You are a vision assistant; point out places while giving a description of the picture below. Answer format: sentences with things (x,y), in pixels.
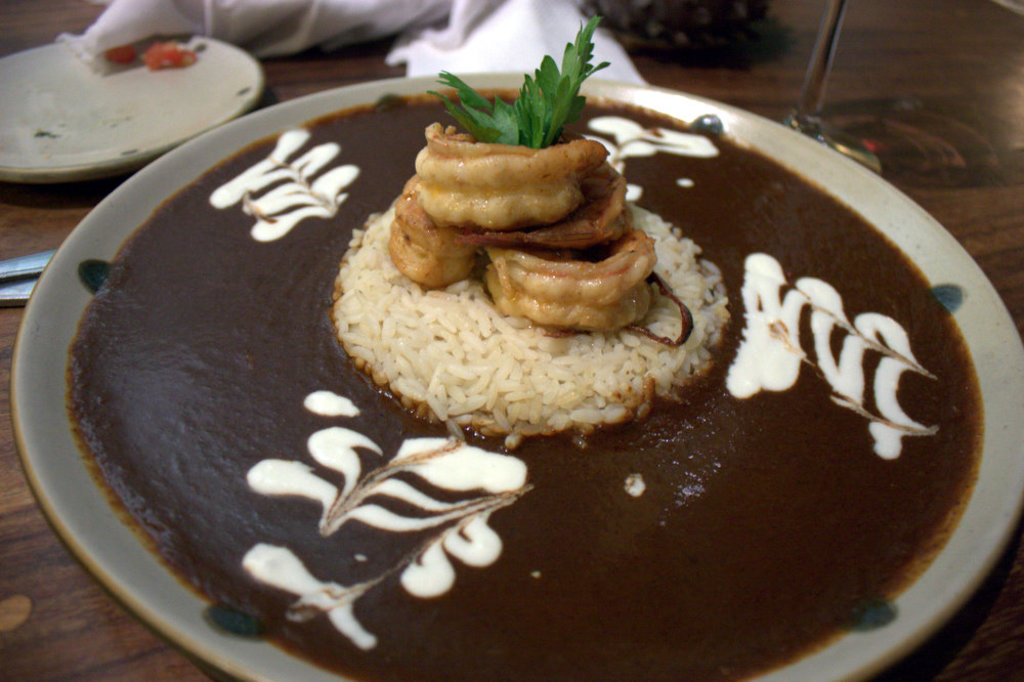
In this image we can see a food item (483,321) on a plate (1003,485). The plate (953,565) is on the wooden surface (84,623). At the top of the image (111,132), we can see a cloth (284,37), a plate (55,124) and a glass (816,48). It seems like spoons (19,265) on the left side of the image (25,287).
